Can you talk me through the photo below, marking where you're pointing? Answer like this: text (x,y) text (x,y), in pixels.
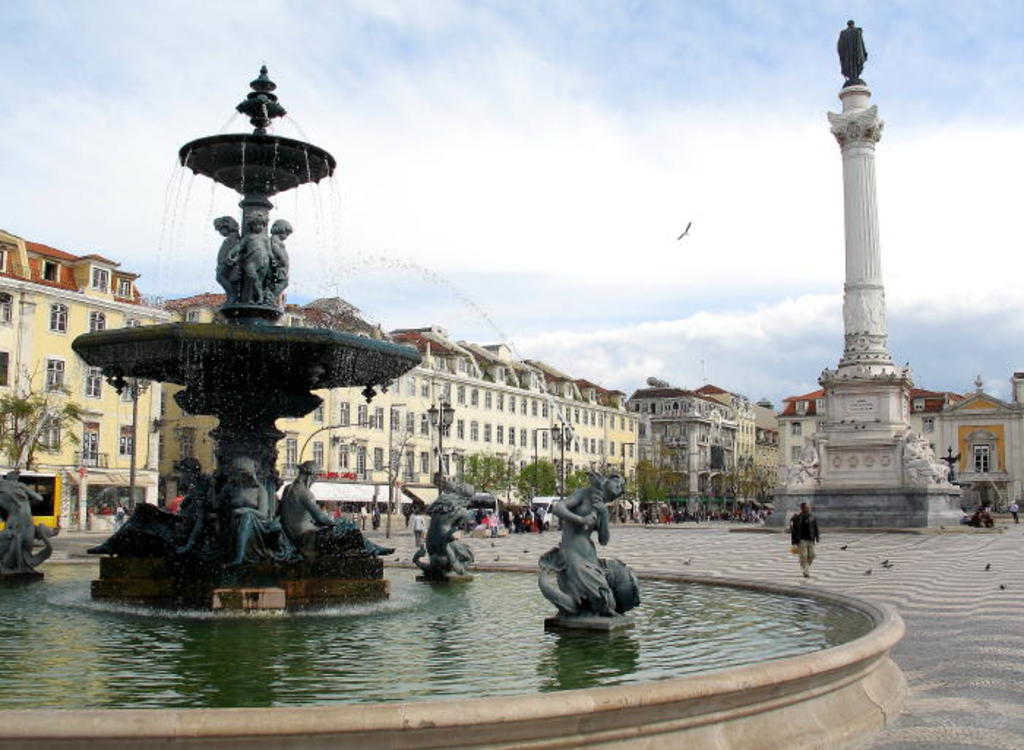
In this picture there is a black color water fountain (234,580) in the front side (440,658). Behind there are many white building (443,387) with red color rooftop (523,368). Behind there is a white color big pillar (851,290) with the statue of a man (845,85) on the top (851,65).
